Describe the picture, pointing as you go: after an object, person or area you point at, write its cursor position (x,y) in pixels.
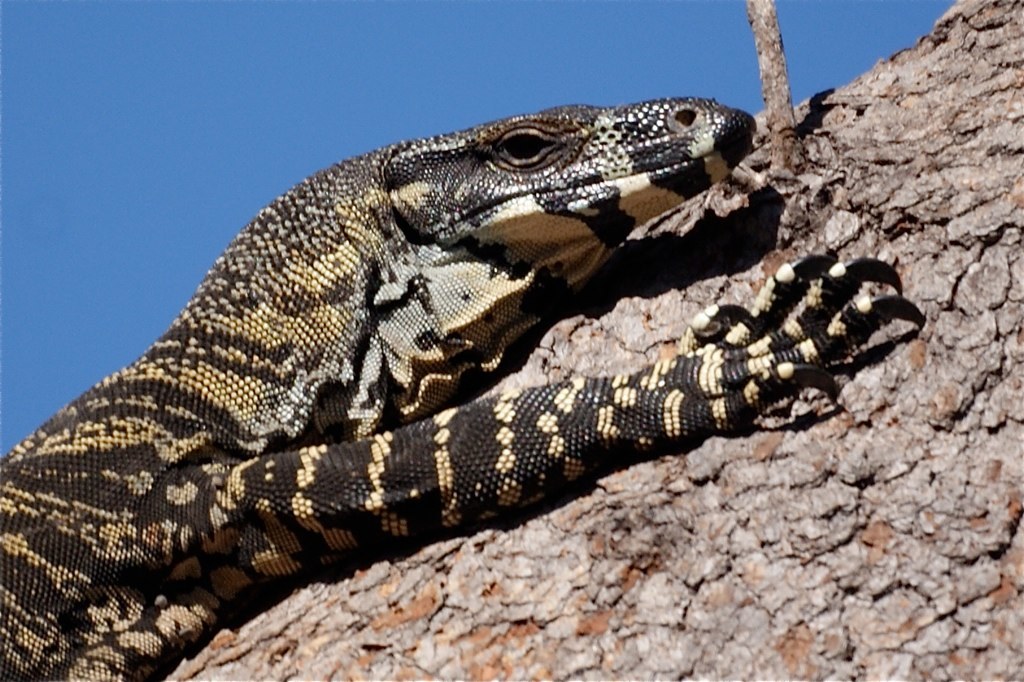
In this picture we can see a reptile (146,638) in the front (146,638), it looks like a bark (778,578) of a tree (778,578) at the bottom (779,553), in the background (317,84) there is the sky (317,84).
